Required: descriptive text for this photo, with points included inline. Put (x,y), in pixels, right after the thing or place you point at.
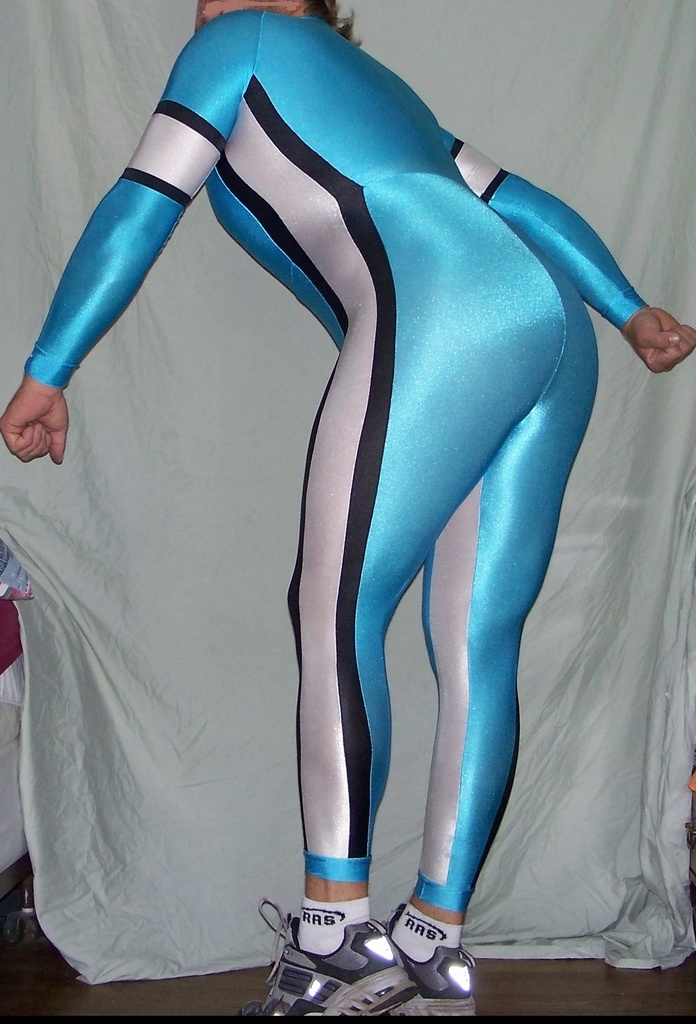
This image consists of a person (403,298) wearing a blue bodysuit (435,322). The person (290,586) is also wearing shoes (266,1007). At the bottom (131,988), there is a floor (81,989). In the background (185,879), there is a white cloth (399,59).
